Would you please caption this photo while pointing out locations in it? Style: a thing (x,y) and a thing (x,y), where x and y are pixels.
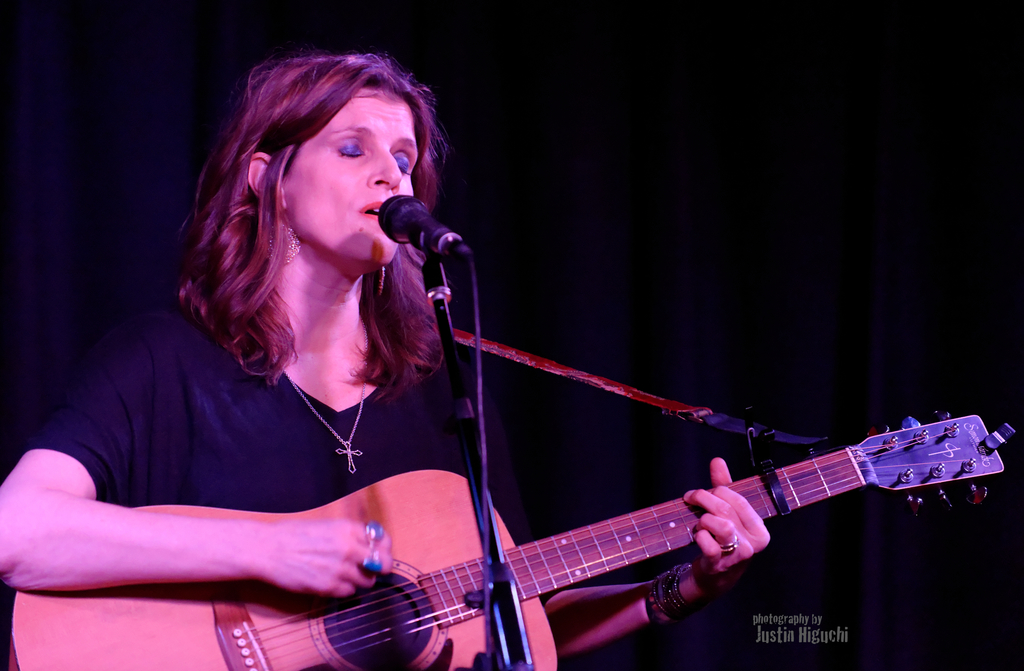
In the image we can see there is a woman (329,330) who is holding guitar (409,563) in her hand (270,569).
